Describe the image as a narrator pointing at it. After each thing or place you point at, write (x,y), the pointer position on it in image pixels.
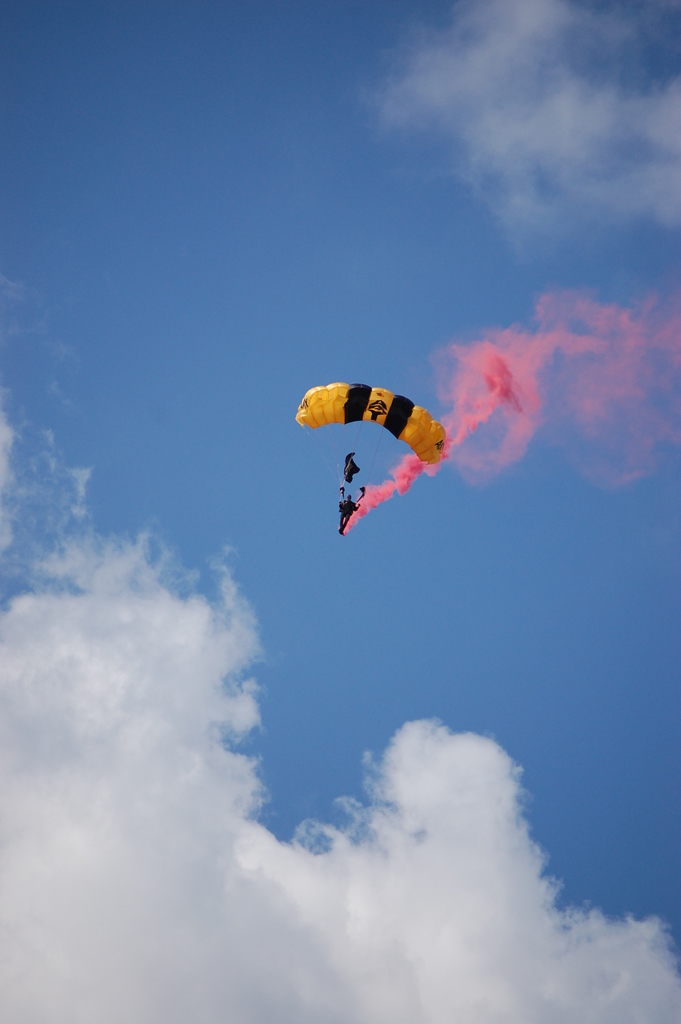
In this picture we can see a parachute (376,392) in the air (226,444) and we can see clouds (130,733).
